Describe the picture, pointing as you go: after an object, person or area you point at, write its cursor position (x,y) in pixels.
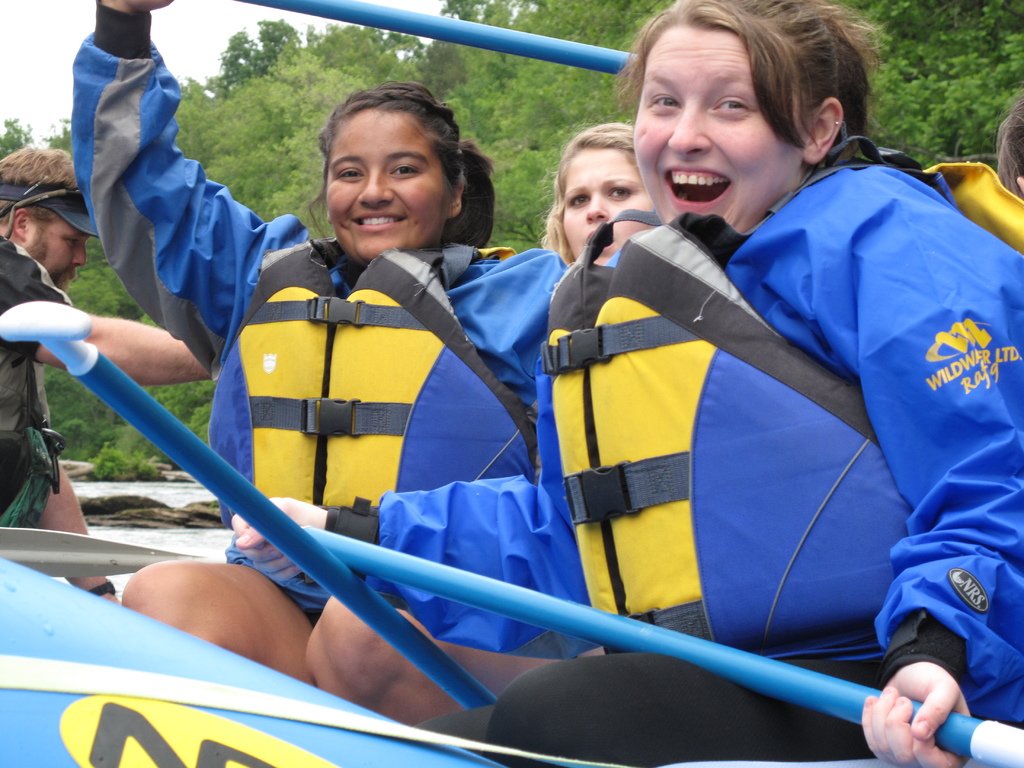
In this image I can see a group of people (499,361) sitting. In the background (308,96), I can see the trees (331,104) and the sky (215,34).
